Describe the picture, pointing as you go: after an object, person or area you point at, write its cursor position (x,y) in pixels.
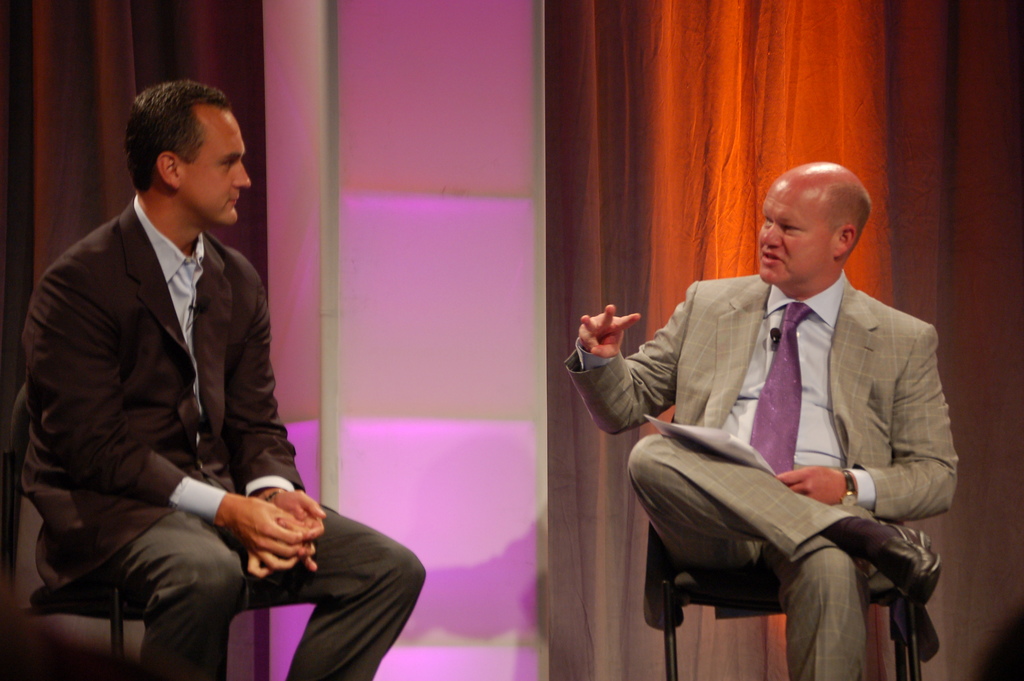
In the image there are two men (218,402) in suits (289,477) sitting on chairs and talking, behind them there is wall (442,262) with lights (524,192) and curtains (28,69) on it.
